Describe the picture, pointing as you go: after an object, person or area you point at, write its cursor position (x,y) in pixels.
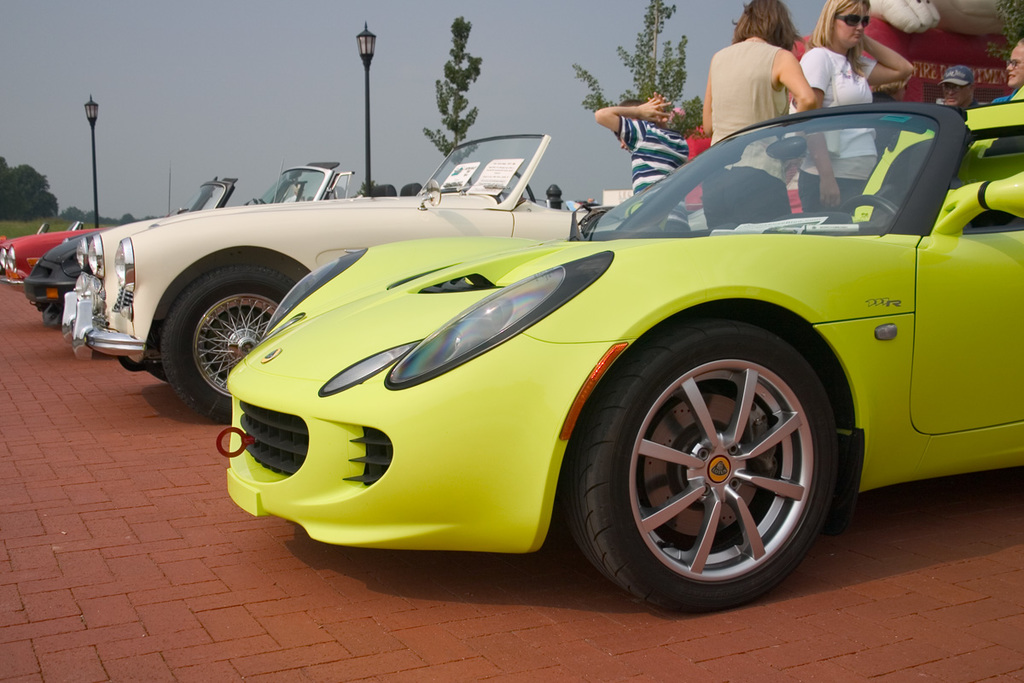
In this image, we can see persons (761,105) wearing clothes (649,157). There are some cars (361,345) in the middle of the image (662,329). There are street poles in the top left of the image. There are plants (475,63) at the top of the image (685,56). In the background of the image (218,42), there is a sky (345,73).
